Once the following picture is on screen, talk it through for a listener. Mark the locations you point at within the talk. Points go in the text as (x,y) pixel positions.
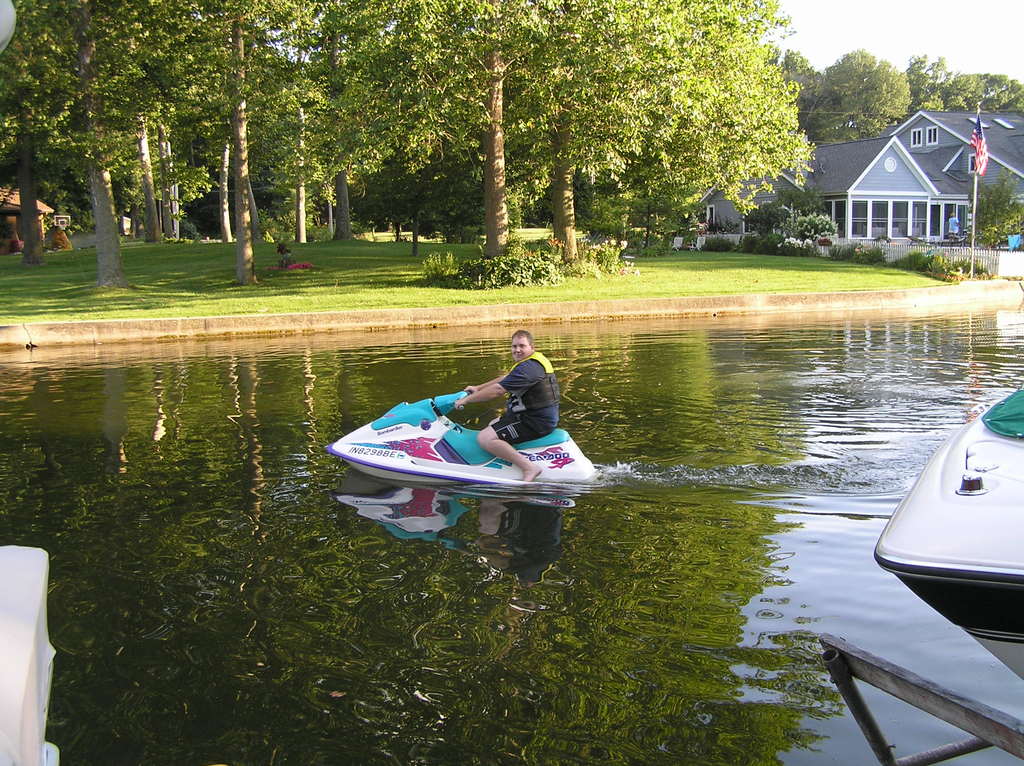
There is a person (544,388) sitting on the jet boat (421,438). Jet boat (421,430) is on the water (543,619). In the back (315,304) there is grass (362,248), plants (671,244), trees (689,97). On the right side (865,157) there is a building (864,151) with windows (861,218) and pillars (889,218). Also there is a flag (979,149) with a pole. On the side of the building (737,213) there is a fencing (959,254). On the right side (920,508) we can see a part of a jet boat (933,494).
